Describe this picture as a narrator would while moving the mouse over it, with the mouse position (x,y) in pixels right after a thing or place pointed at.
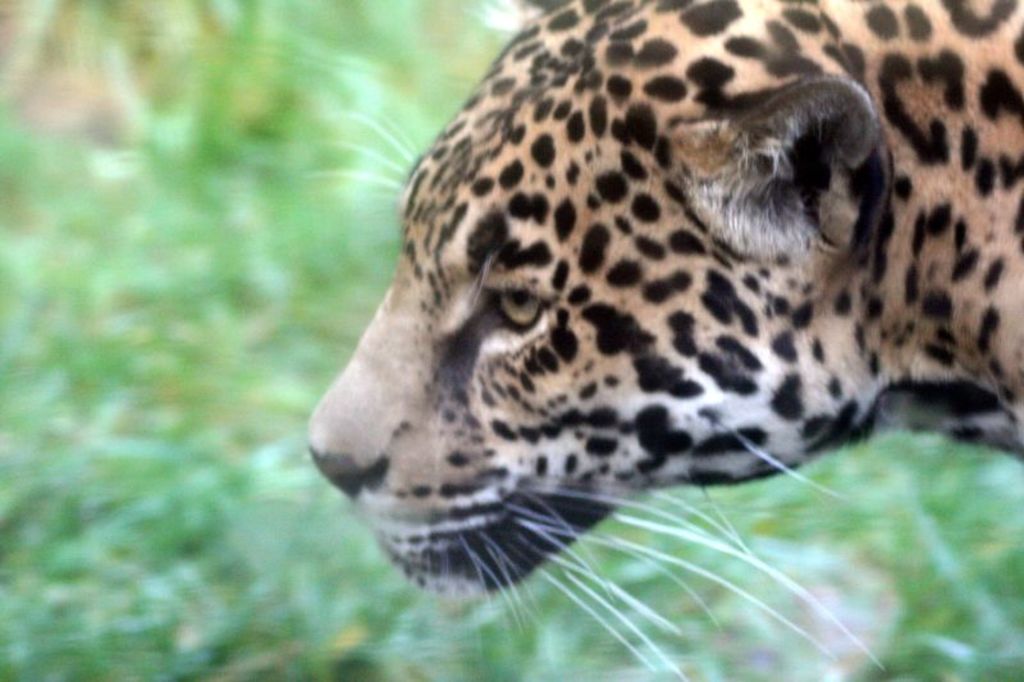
In this image on the right (760,284) I can see an animal (579,328). I can see the background (237,298) is green in color.
